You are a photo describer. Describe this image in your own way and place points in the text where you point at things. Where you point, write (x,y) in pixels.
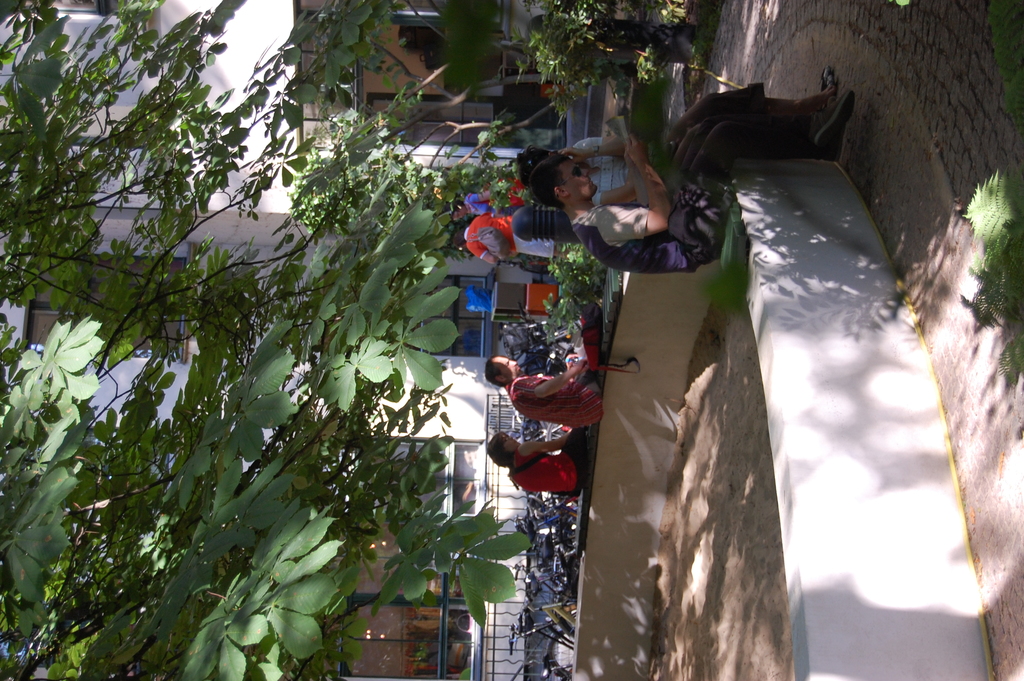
These people (601,184) are sitting. Background (458,435) there are trees (428,364), vehicles (542,610), buildings (510,487) and glass windows (374,641).
